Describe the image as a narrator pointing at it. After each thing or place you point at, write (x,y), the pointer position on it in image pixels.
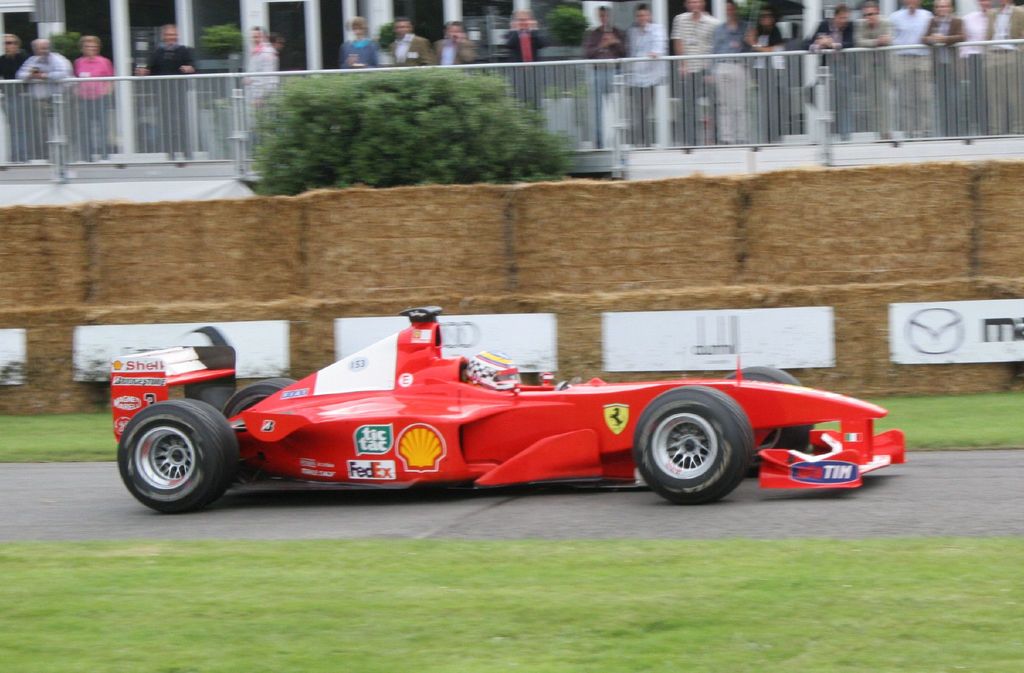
In this image I can see a car (403,442) which is red, white and black in color on the road (346,500). I can see some grass (691,605). In the background (933,369) I can see the wall (907,280), few trees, the railing (660,89) and few persons (916,10) standing on the other side of the railing (127,123).
